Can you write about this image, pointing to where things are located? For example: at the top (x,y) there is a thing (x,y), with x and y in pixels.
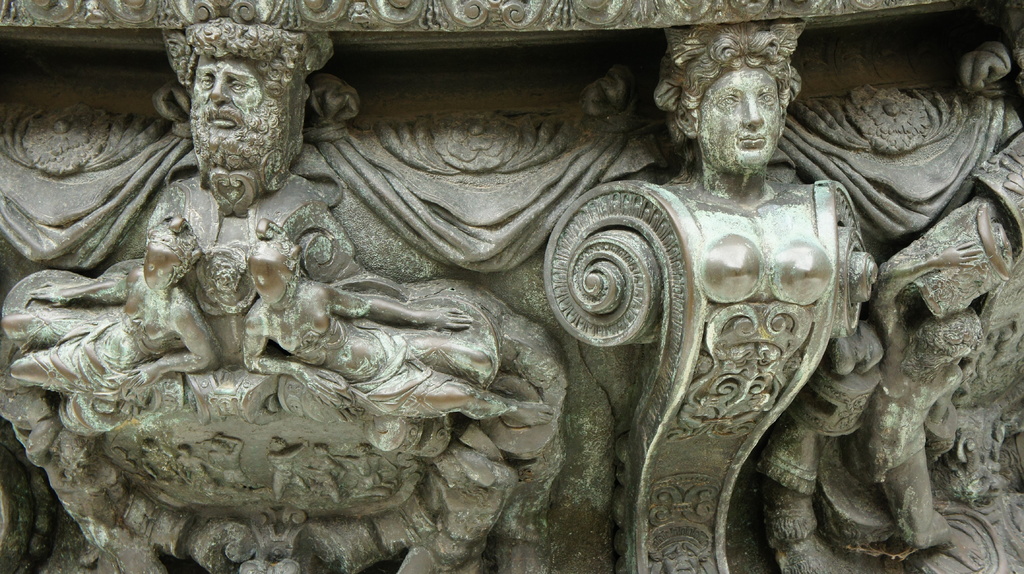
In this picture I can observe several carvings (696,319) of humans (257,73). These carvings (231,53) are on the metal (685,145).
